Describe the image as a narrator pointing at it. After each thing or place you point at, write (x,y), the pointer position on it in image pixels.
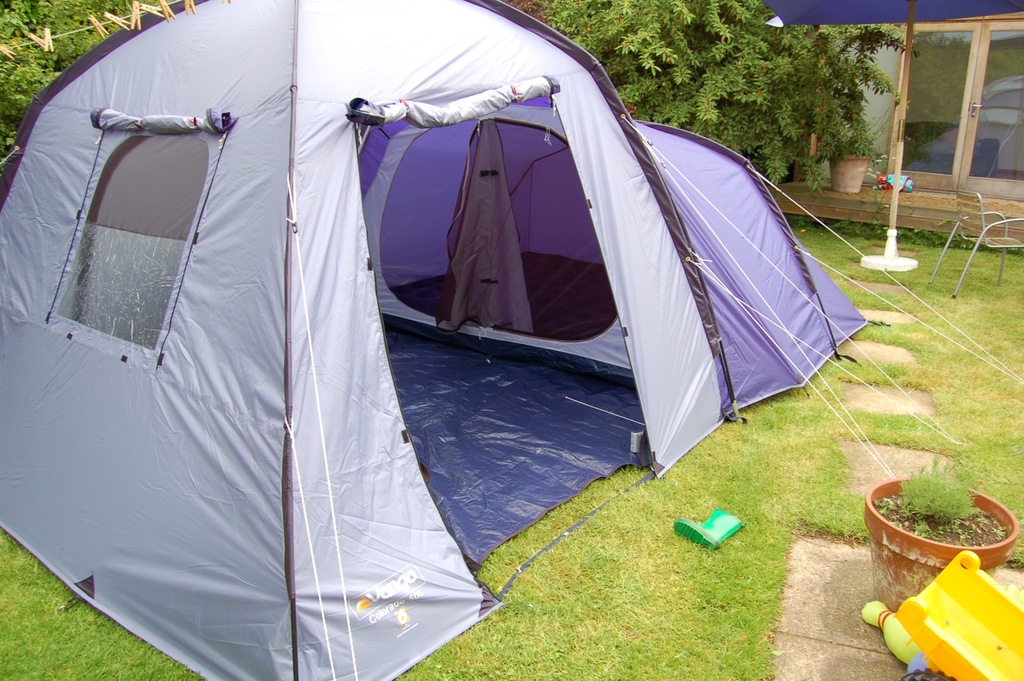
In this image we can see the camping tent (585,260). We can also see the cloth hanging clips (123,25) to the rope (61,37). Image also consists of playing toys (884,612), grass (624,629), flower pots (964,516), trees (631,18) and also the chair (968,262). We can also see the door (924,144) and the wall (877,125).
